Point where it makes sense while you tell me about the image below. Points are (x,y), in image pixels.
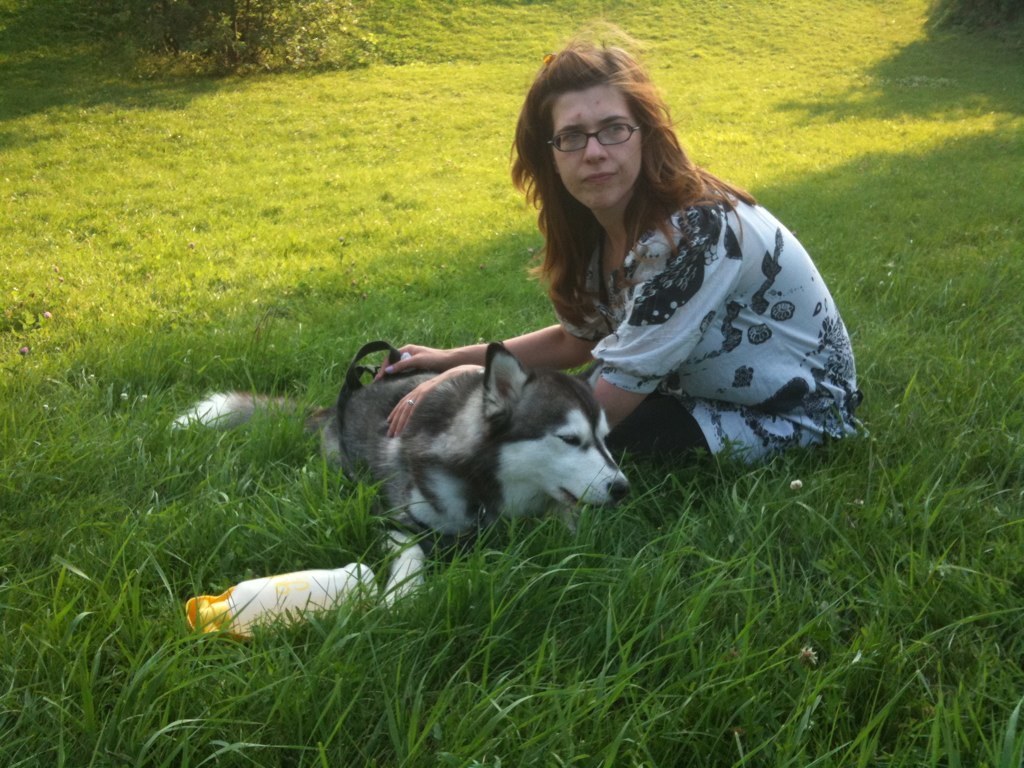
This picture shows a woman (652,344) seated on the grass (667,494) and we see she is holding a dog (419,496) with her hands (416,388) and we see a bottle (212,604) on the ground (93,226) and we see a tree (297,25) and women (587,156) wore a spectacles (587,143) on her face (596,118) and the dog (526,469) is white and black in color.
